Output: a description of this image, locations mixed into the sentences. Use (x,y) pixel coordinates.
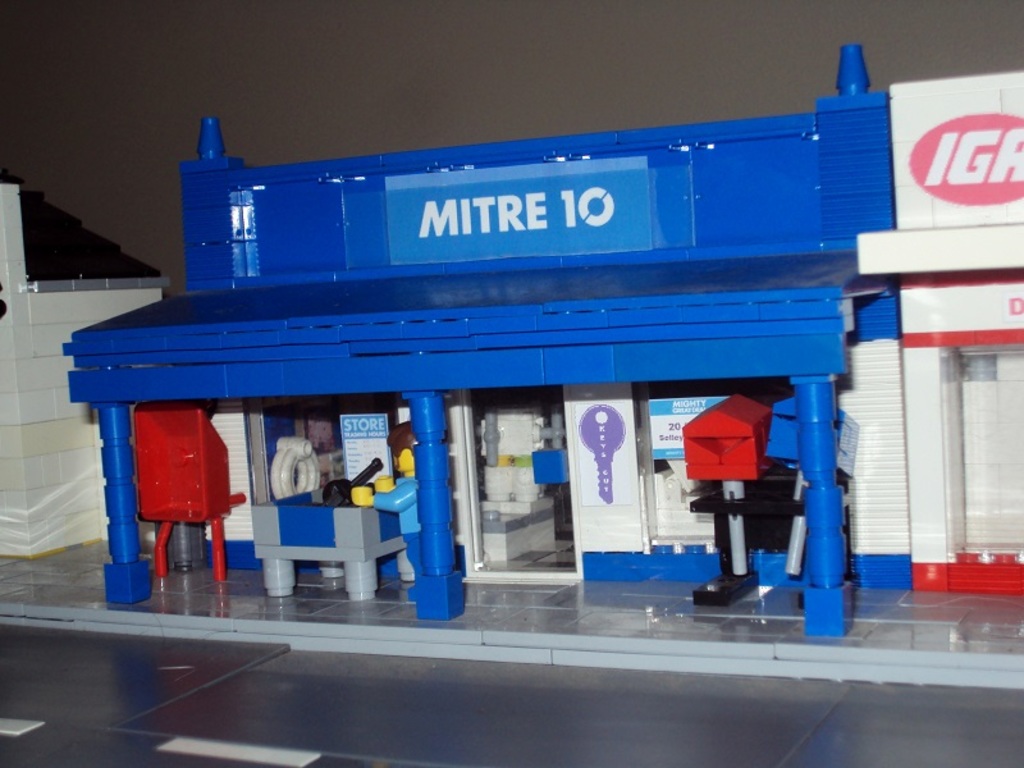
In this image we can see crafts (444,397) build with legos (569,385). At the bottom (469,737) there is a floor (381,674). In the background (460,118) there is a wall (327,91).
